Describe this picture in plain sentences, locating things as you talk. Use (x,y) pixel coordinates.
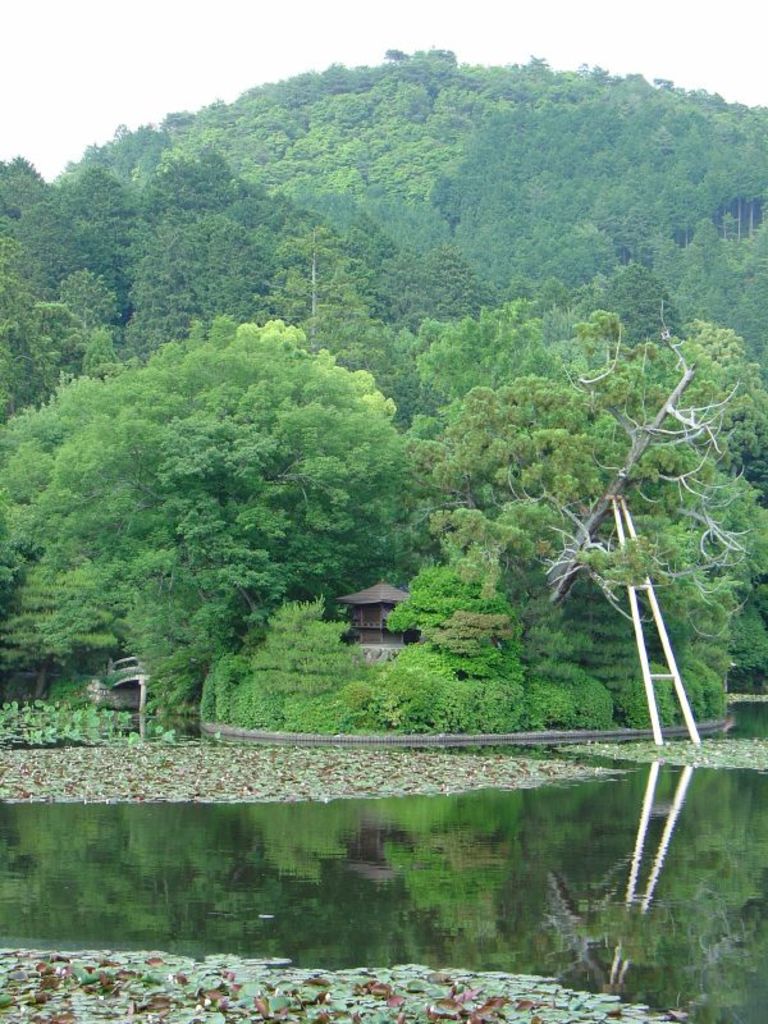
At the bottom of the image (368,841) there is water (396,842). There are leaves (127,749) floating on the water (233,821). Behind the water (150,716), there are trees (423,206). In between the trees (401,613) there is a building (369,620). At the top of the image (123,47) there is sky (359,3).
